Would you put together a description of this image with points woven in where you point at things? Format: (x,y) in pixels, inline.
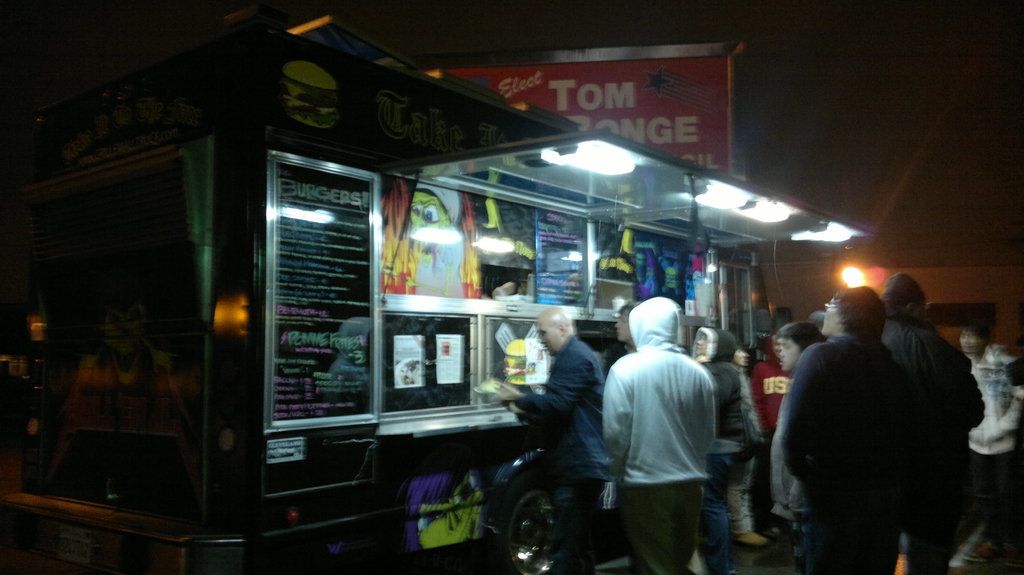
As we can see in the image there is a food truck (317,238), lights (600,162), posters (413,362), few people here and there, banner (653,121) and sky (950,78). The image is little dark.
